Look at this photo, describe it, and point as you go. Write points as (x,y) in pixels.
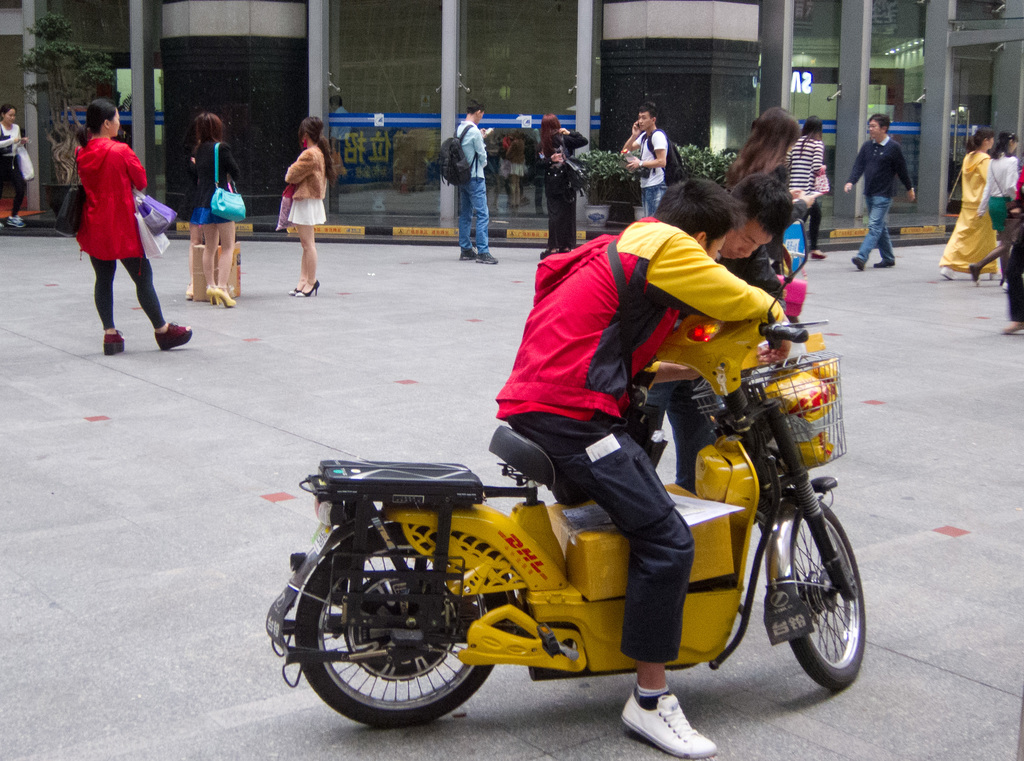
I can see a group of people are standing. Here I can see a person (637,511) is sitting on the vehicle (536,581). The vehicle (560,597) is yellow in color. In the background (402,116) I can see buildings (591,113). On the vehicle (775,323) I can see a basket (808,418). In the background (230,203) I can see some people (309,242) are carrying bags (295,185). On the left side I can see a tree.
